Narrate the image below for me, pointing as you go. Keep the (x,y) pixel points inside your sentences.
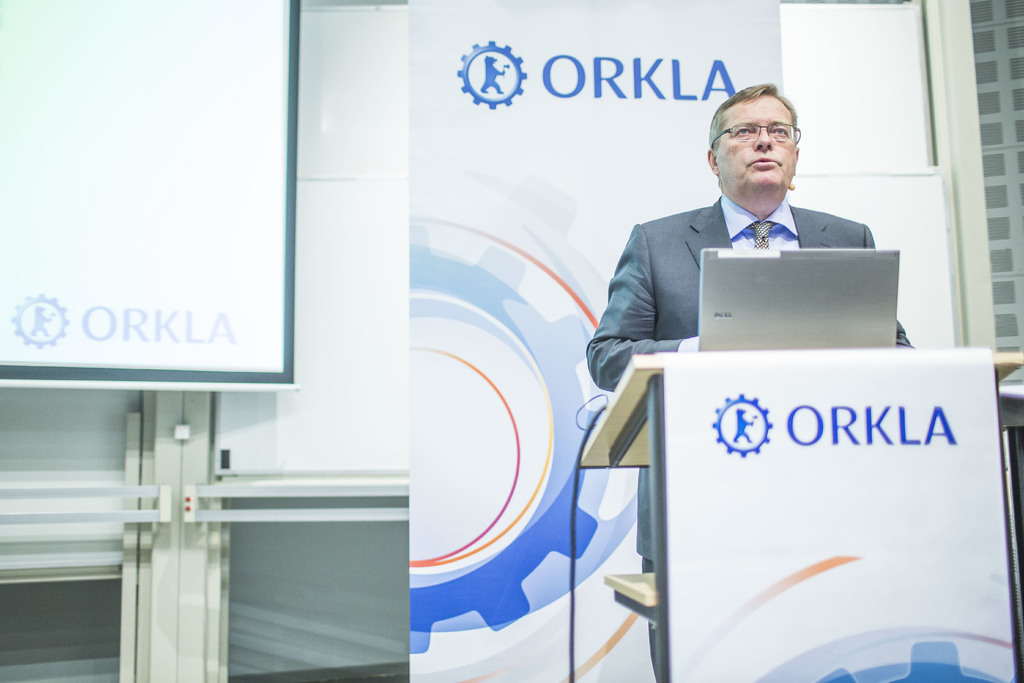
In this image on the right side (750,144) there is one person (755,163) who is standing and he is talking, in front of him there is a podium (943,407) and on the podium (621,449) there is a laptop (814,326) and board (801,482). On the board (822,510) there is text (798,442) and in the background (323,105) there is a screen (234,304) and some boards (418,200) and wall (1000,76).
